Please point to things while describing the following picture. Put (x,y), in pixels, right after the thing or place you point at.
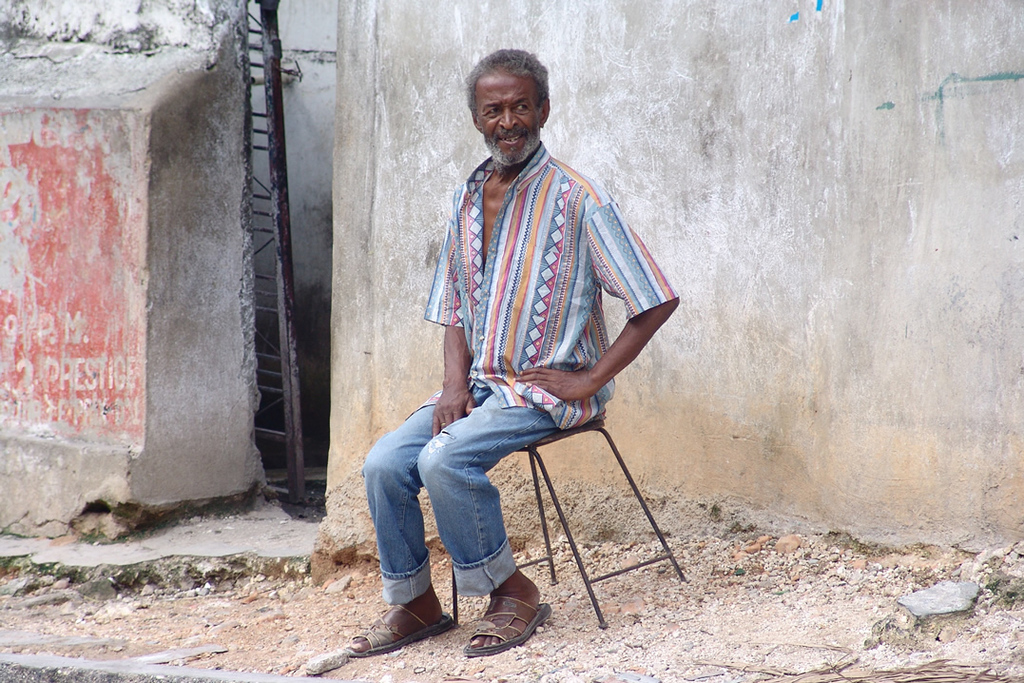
In this image there is a person (538,425) sitting on the stool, and in the background (350,278) there is a gate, wall (76,414).
